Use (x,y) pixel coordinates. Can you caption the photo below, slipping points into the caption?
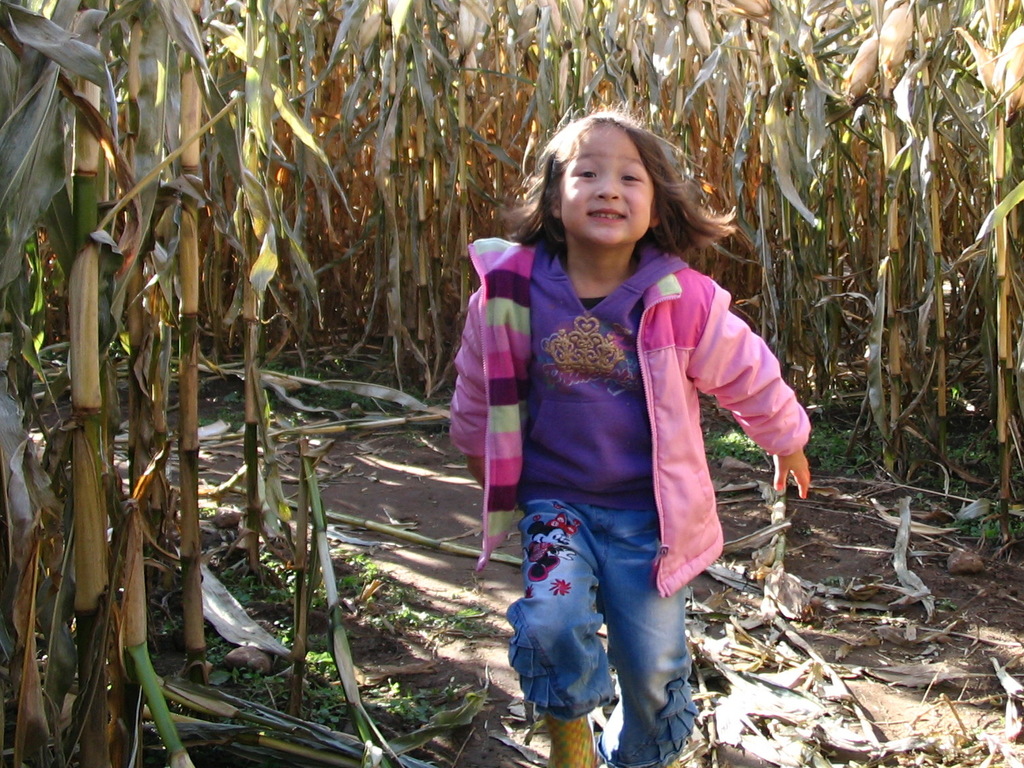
In this image we can see shredded leaves (845,727) and a girl (645,476) running on the ground (499,605). In the background (278,280) there is an agricultural farm (418,186).
